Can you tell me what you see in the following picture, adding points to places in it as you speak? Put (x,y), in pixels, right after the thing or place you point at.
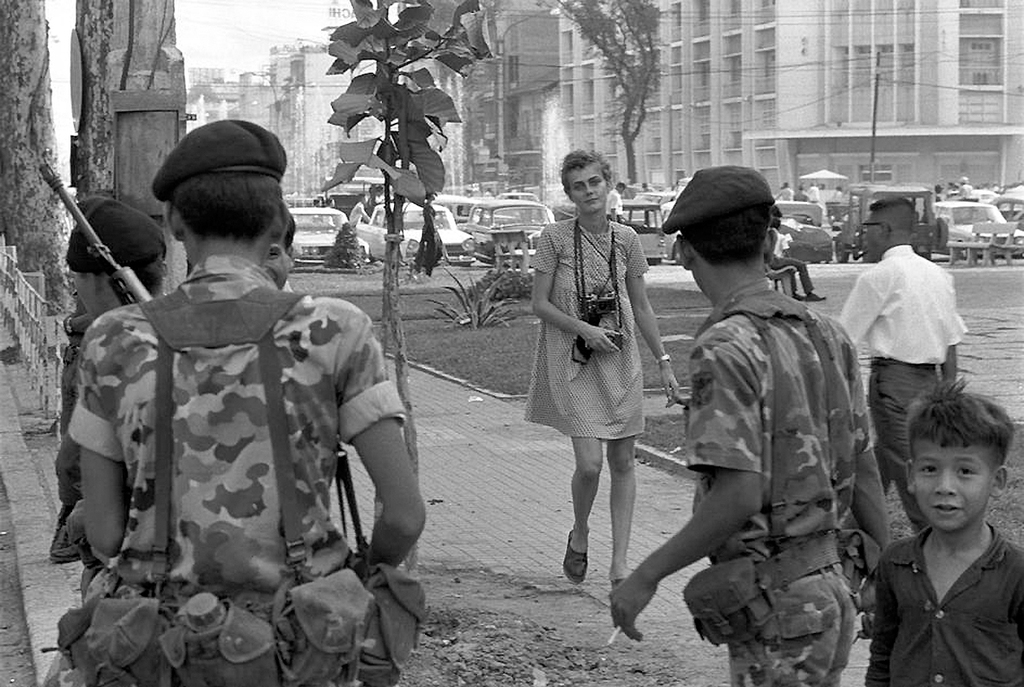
There is a group of person (275,567) standing at the bottom of this image (193,473). The person (235,414) standing on the left side (183,400) is holding a gun (143,293), and a person (563,363) standing in the middle (610,341) is holding a camera (603,318). there are some trees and buildings (797,139) in the background (631,136). There are some trees (623,138) in the middle of this image (348,248). There is a fencing (47,376) on the left side of this image (41,299).
